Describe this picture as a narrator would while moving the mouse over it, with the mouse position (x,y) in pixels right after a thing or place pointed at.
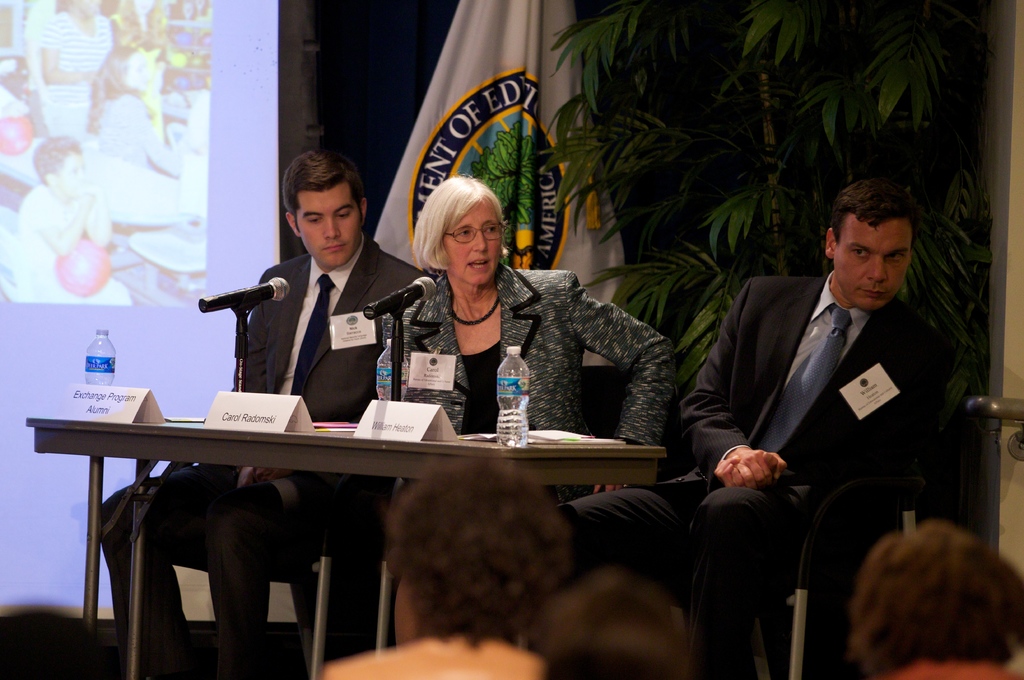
As we can see in the image there is a screen (146,97), tree (780,85), flag (559,30), three people (795,284) sitting on chairs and there is a table (551,447) over here. On table (426,445) there are bottles (510,396) and mics (377,313).
